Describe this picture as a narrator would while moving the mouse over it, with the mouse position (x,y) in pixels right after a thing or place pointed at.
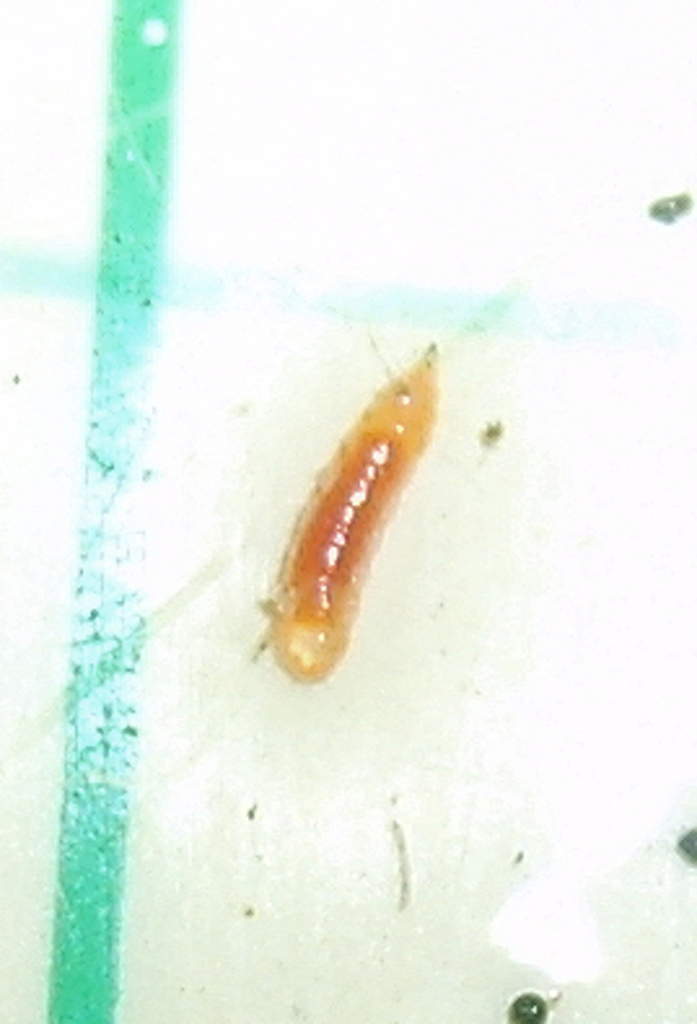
In this image we can see an insect (358,479).
